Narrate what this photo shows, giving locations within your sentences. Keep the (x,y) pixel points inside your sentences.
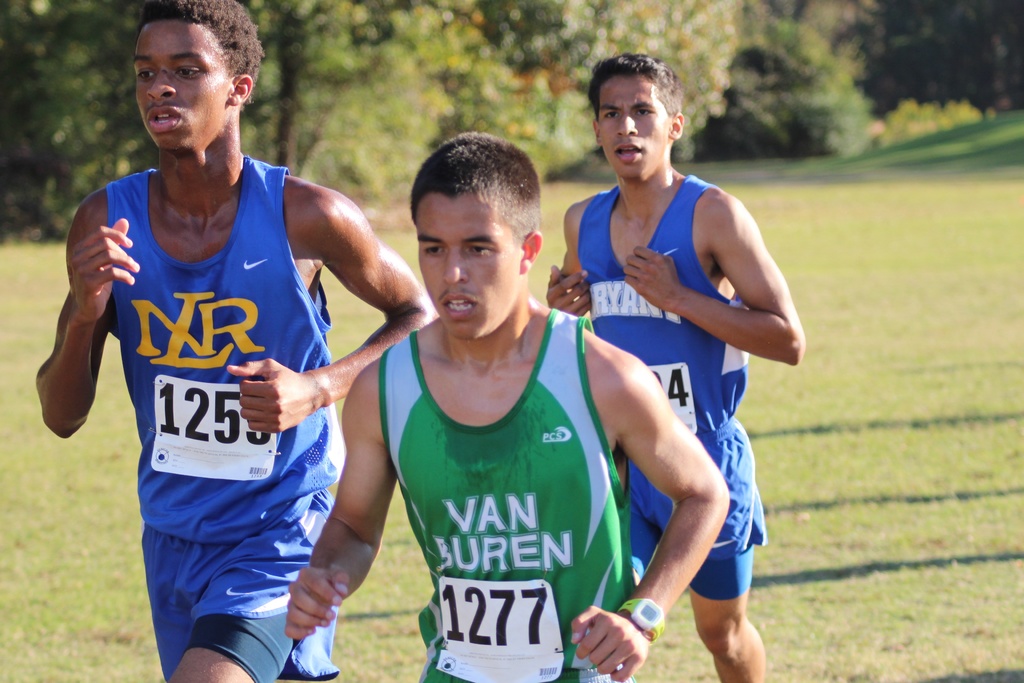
This picture is clicked outside. In the foreground (668,273) we can see the group of persons (274,268) wearing t-shirts (546,391) and running on the ground (941,304). In the background (950,229) we can see the green grass (906,149), plants (960,115) and trees (548,117).
